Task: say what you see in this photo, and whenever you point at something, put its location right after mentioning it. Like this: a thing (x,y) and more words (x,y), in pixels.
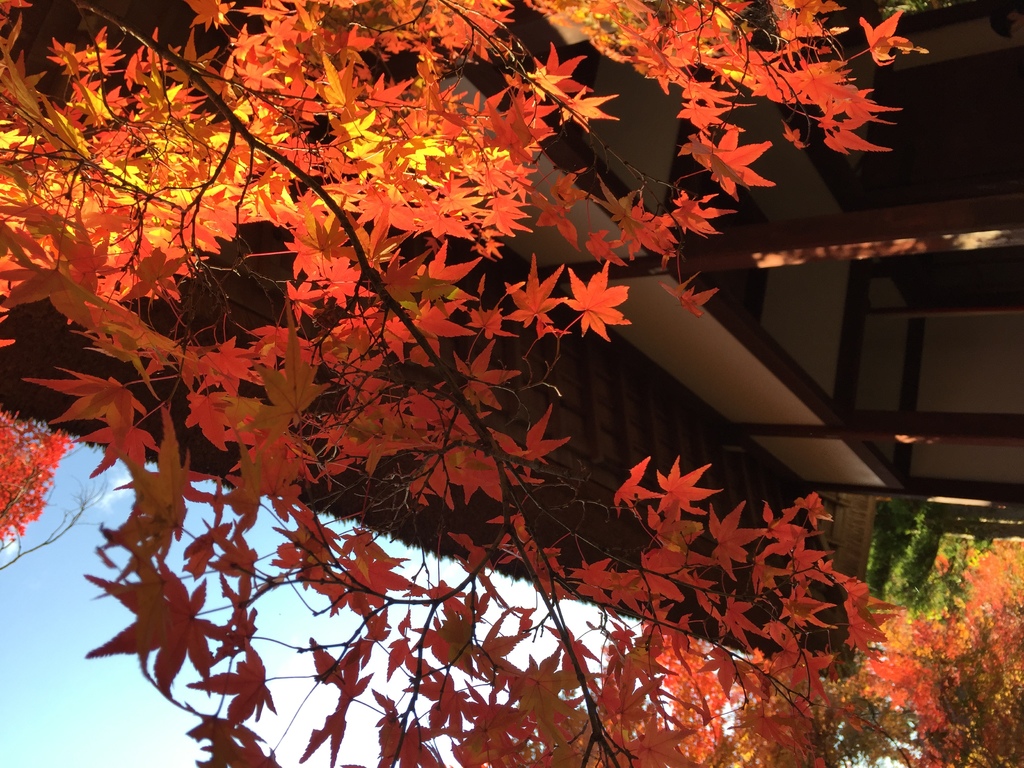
In the foreground of picture (78,109) there is a tree (340,334). In the middle of the picture (656,329) it is looking like a house (804,355). At the bottom (932,626) towards right (964,637) there are trees (926,643). At the bottom (263,648) towards left (67,648) it is sky (122,675).
